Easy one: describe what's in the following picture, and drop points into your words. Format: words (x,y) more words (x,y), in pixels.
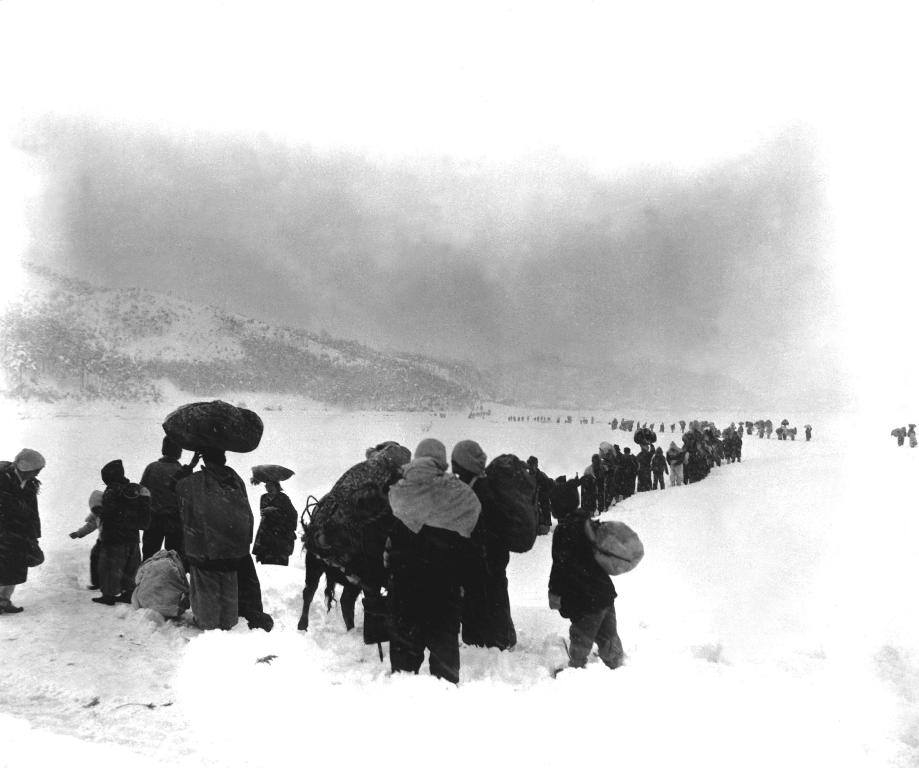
In this image we can see people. At the bottom (373,712) there is snow (472,695). In the background (357,389) there are hills (373,350) and sky (476,286).
